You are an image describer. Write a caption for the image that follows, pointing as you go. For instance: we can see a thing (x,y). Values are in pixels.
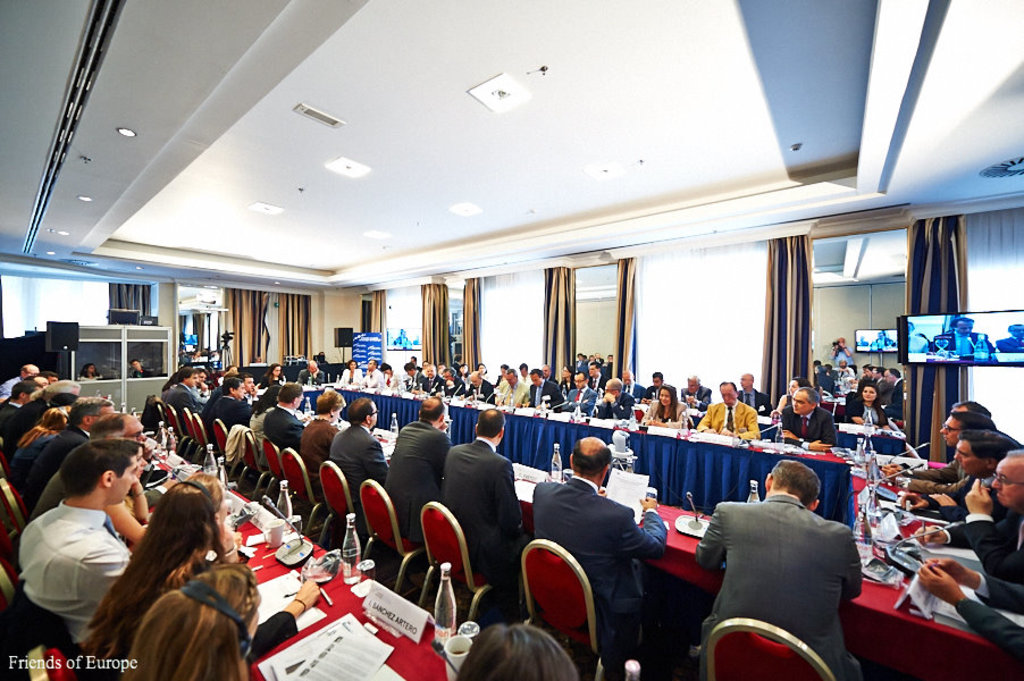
In this image I can see there are a group of people (206,525) sitting at the tables (269,564) and there are few people (218,499) sitting and there are few other people (220,384) sitting around the table (846,468) and there are papers (362,638), water bottles (875,519), glasses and microphones (896,564) and in the backdrop (967,375) there are televisions (967,355) and are windows (732,354), curtains (381,309) and there are few people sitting in the cabins (112,363) on to left (130,354).
